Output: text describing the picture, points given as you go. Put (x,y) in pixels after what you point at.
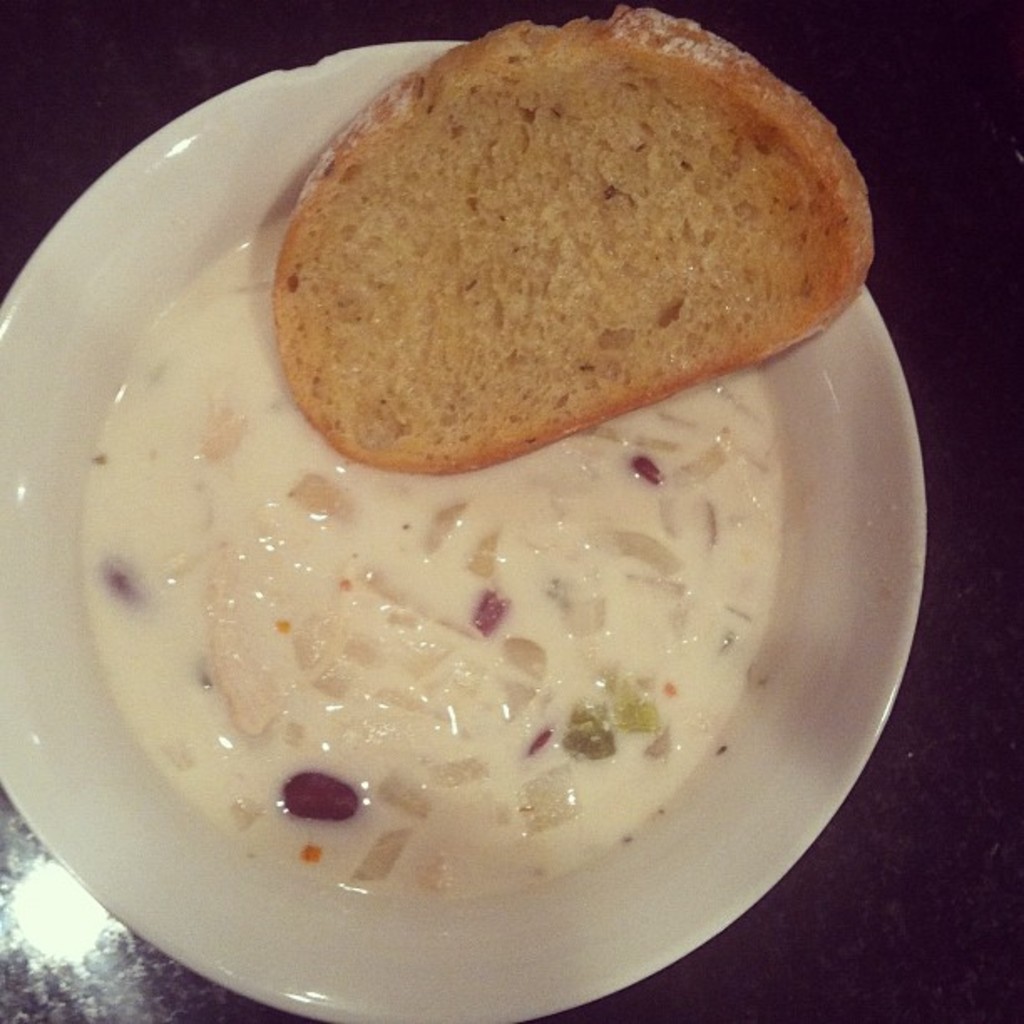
In this image I can see a white plate (268,990) and in this plate (103,819) I can see food (361,624) and a brown colour bread (597,147).
